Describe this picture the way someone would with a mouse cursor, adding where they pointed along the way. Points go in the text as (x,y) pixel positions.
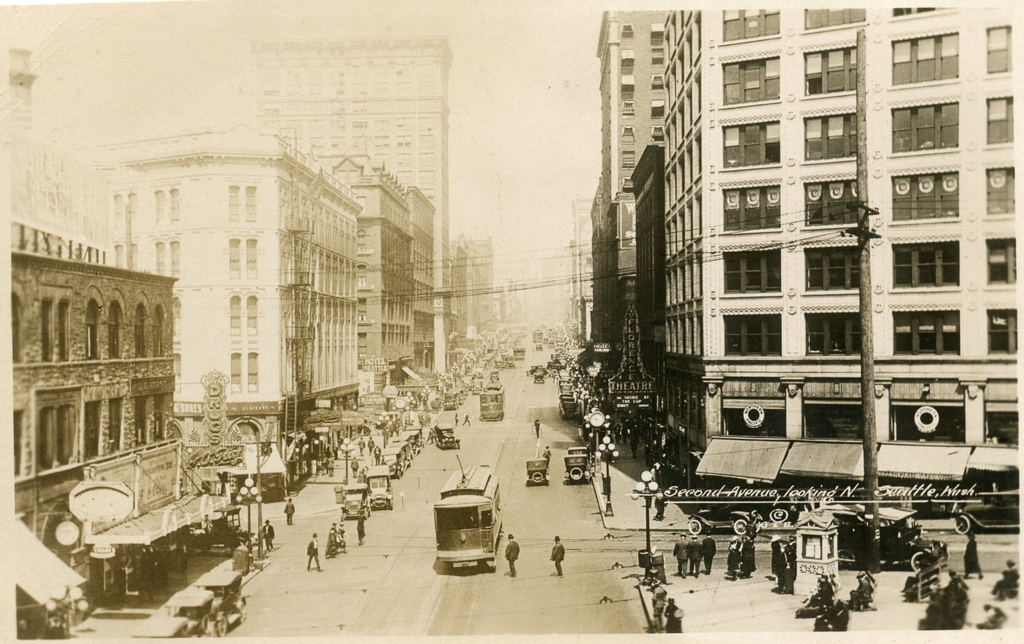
This is a black and white picture. Here we can see buildings (976,128), poles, boards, people (266,520), and lights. There are vehicles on the road (517,395). In the background (491,170) there is sky (480,122).
